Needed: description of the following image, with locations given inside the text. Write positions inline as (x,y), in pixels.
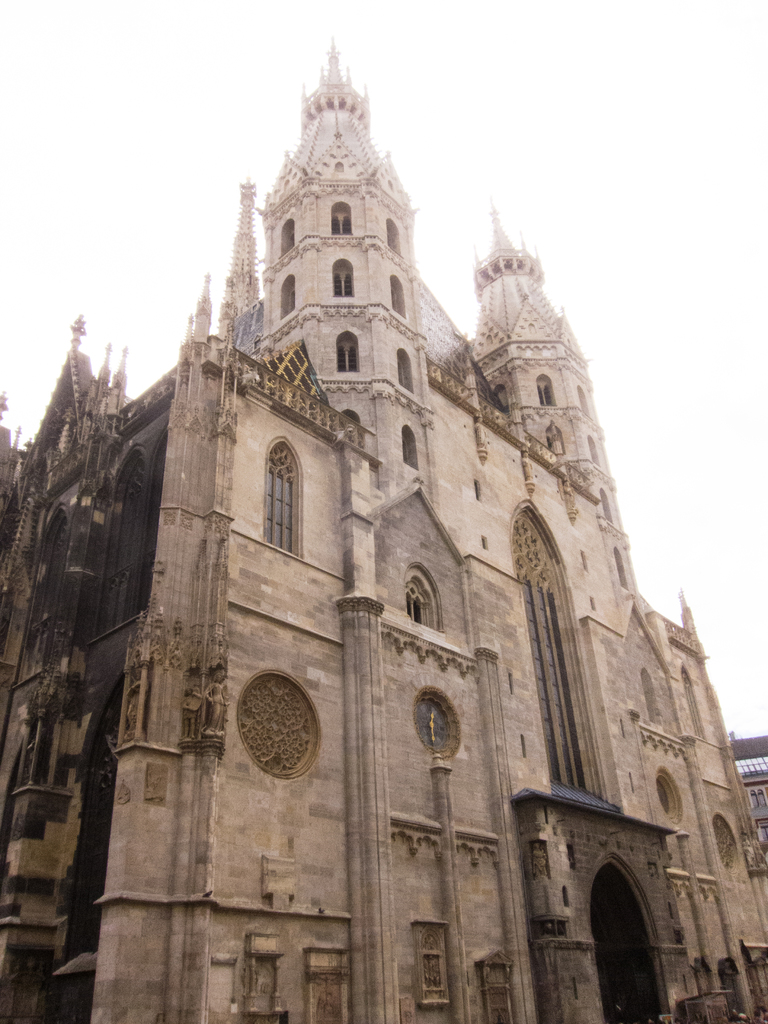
In this image in the front (327,685) there is a cathedral (340,734).
